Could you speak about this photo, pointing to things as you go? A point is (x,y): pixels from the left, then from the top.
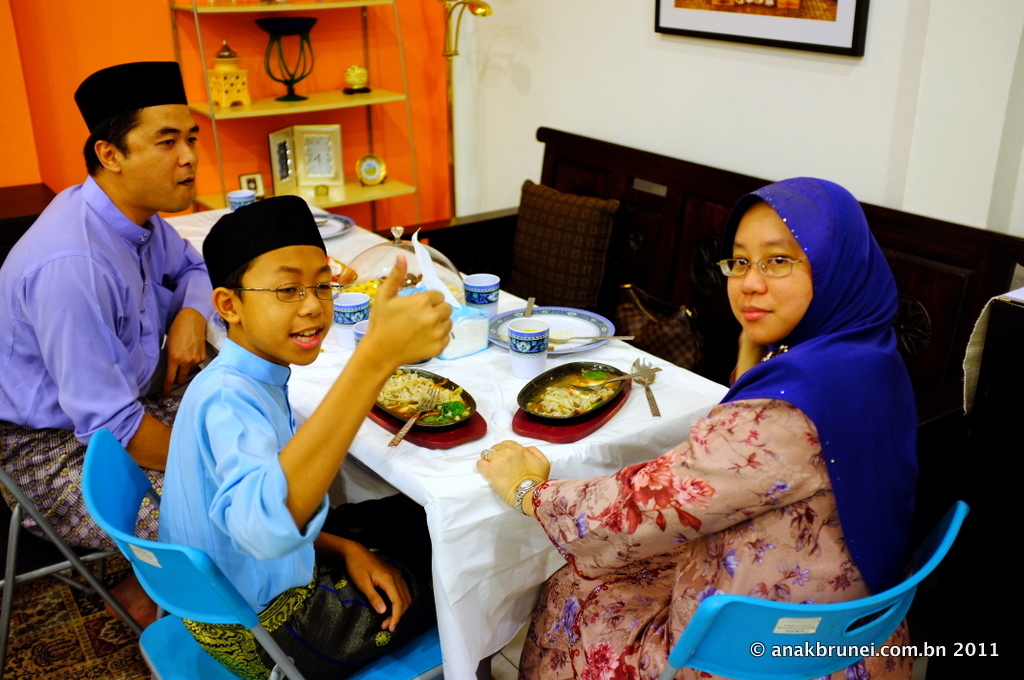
In the background (894,121) we can see the partial part of a frame (667,8) on the wall (570,55). We can see objects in the racks (392,99). In this picture we can see the people (192,365) are sitting on the chairs (155,661) and we can see a cloth (592,460) on a table (605,453). On the table (605,453) we can see plates (397,402), food (441,404) in the plates (585,418), forks (421,410), spoons (652,372), glasses (475,280) and few objects (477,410). In the bottom right corner of the picture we can see watermark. In the bottom left corner of the picture (128,672) we can see the floor carpet (113,646).
